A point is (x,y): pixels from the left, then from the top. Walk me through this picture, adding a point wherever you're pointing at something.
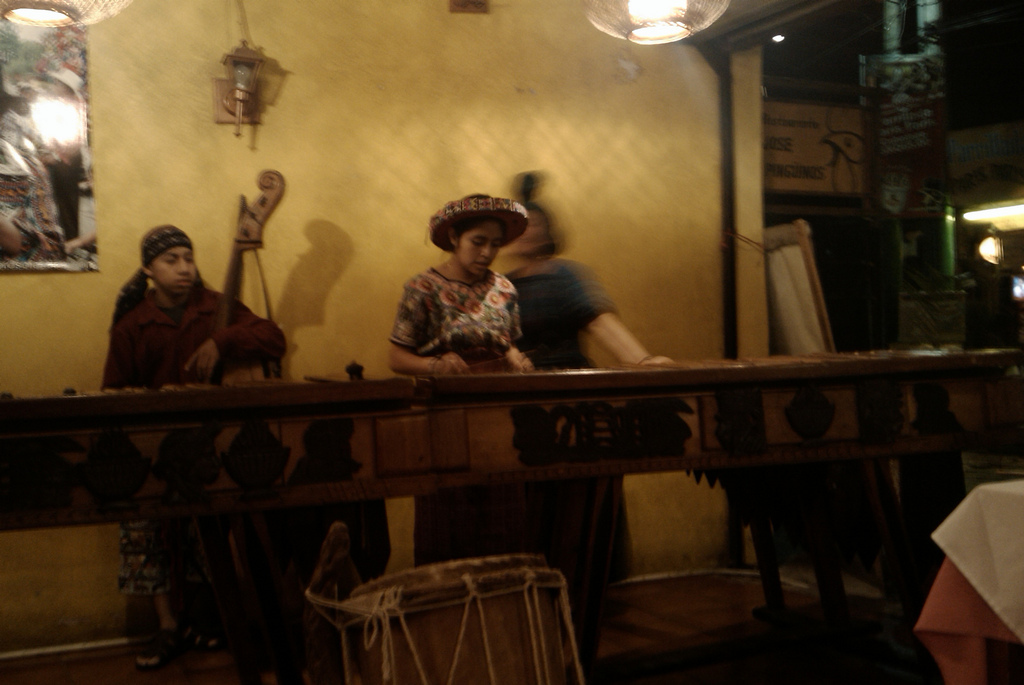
This image consist of three women (141,360). It is clicked inside the room (374,95). To the left (225,350), the woman (137,347) wearing brown shirt (139,334) is playing a musical instrument (235,301). In the front (465,613) there is a drum (470,626). To the right (913,129), there is a pillar (951,217) and board (825,148). In the background (237,124), there is a wall (161,83) to which a light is fixed.
